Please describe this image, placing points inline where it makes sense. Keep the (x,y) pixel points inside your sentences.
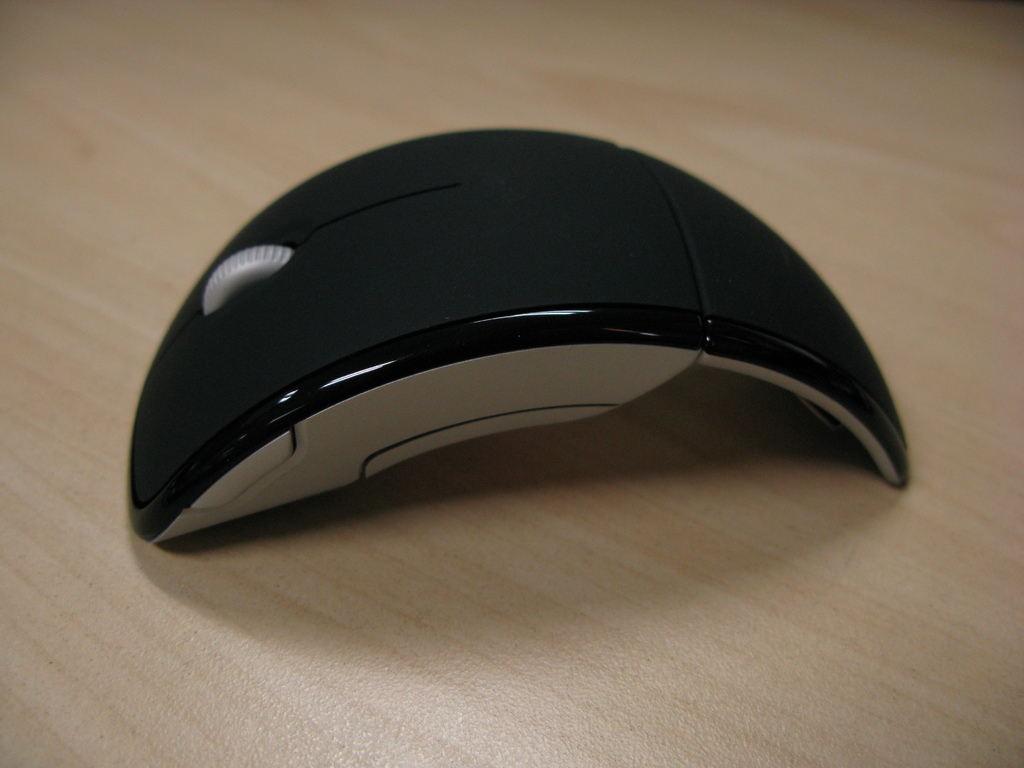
In this image we can see a mouse (338,256) on the wooden surface (195,182).
